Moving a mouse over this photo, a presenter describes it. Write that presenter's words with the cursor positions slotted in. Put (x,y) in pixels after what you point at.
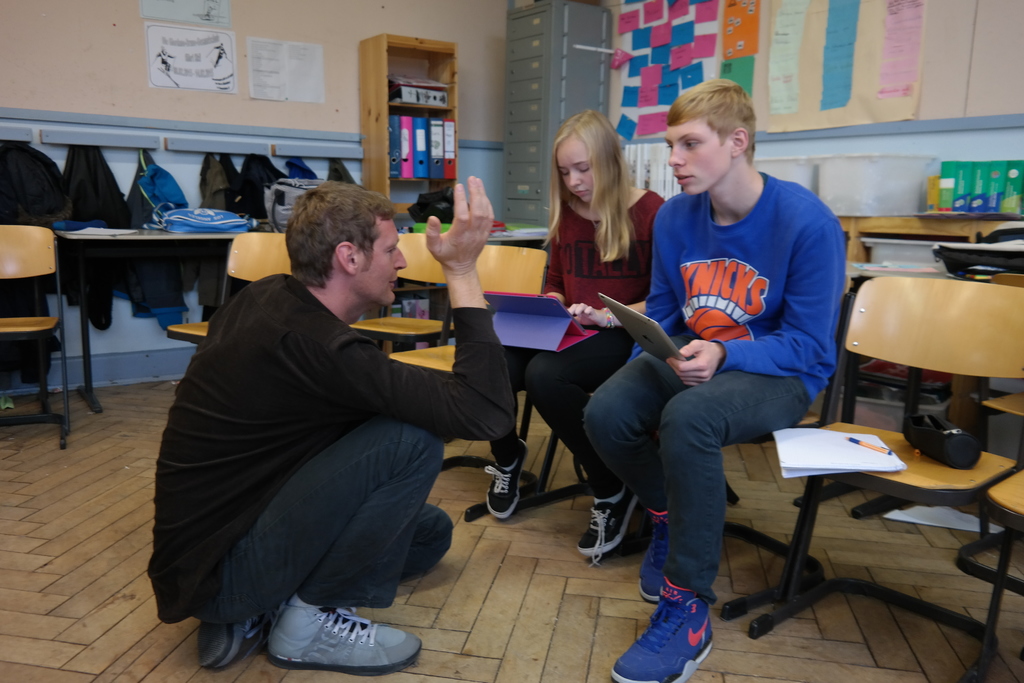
In this image I can see two men (723,259) and a woman (650,222) are sitting, I can also see few chairs (896,454) and few clothes (251,182).
